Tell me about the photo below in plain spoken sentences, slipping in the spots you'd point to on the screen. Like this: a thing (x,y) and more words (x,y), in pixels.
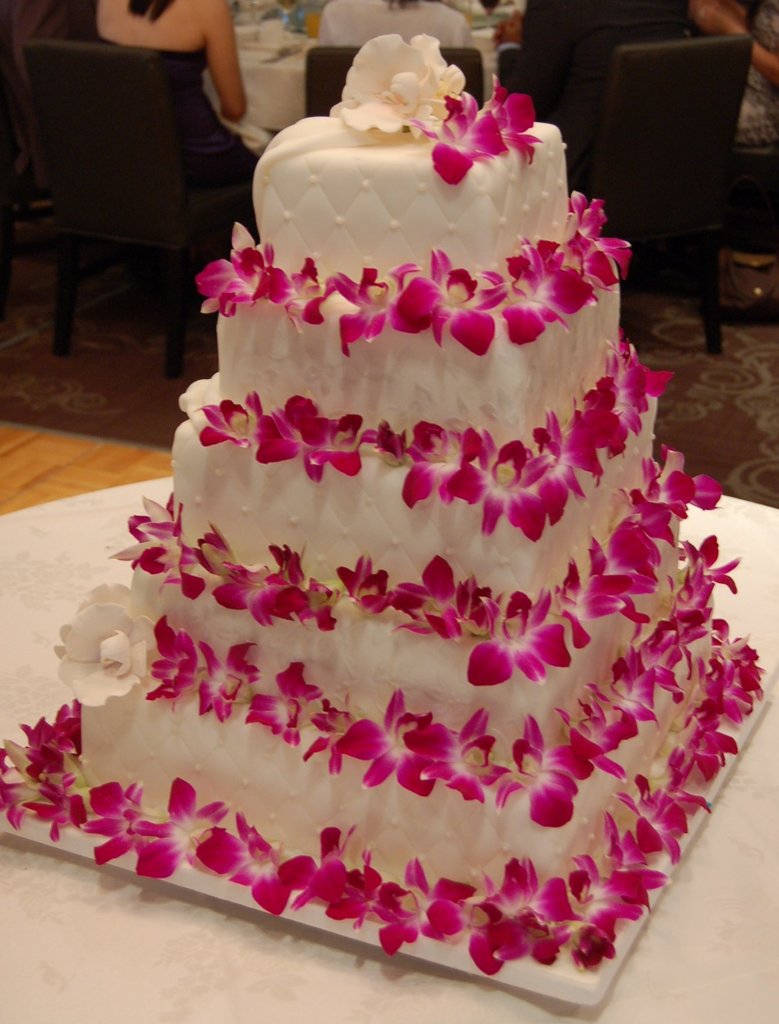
This image consist of a cake (512,393) decorated with flowers (458,760) is kept on a table (117,945). In the background (177,88), there are chairs (156,76) and some people (394,3) are sitting in the chairs (159,74).
